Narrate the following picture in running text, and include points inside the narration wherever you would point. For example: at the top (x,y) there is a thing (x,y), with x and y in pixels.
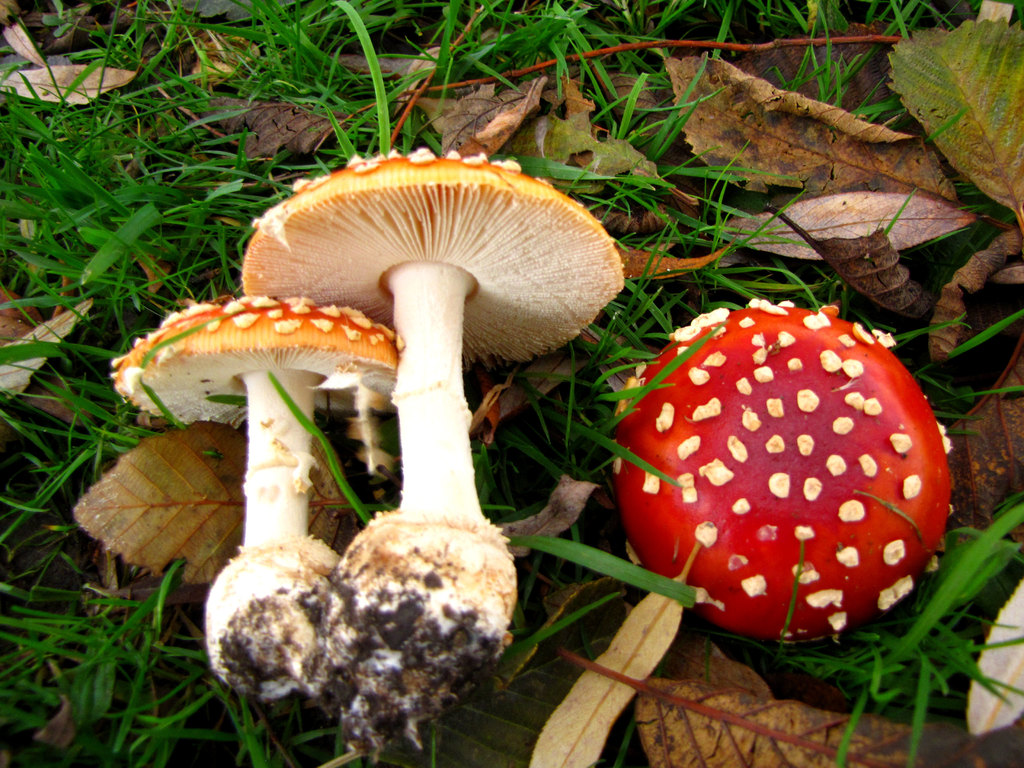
In this picture we can see mushrooms (505,603) on the ground (373,486) and in the background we can see grass (38,507).
